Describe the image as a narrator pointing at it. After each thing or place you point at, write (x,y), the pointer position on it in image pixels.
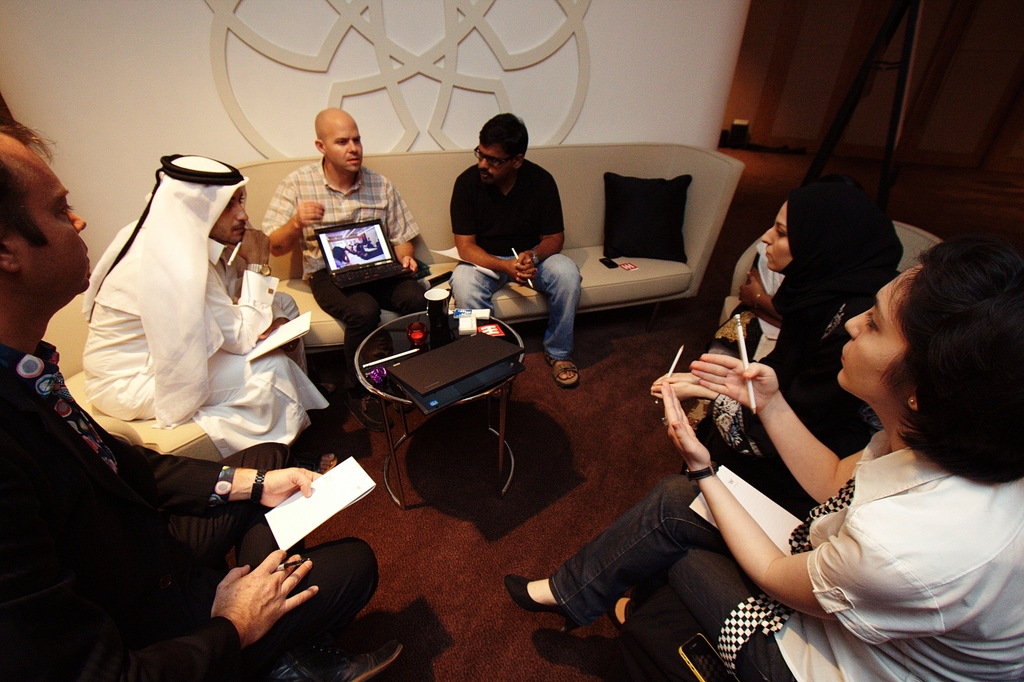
people (163,361) are sitting. in the center (406,431) there is a table (453,334) on which there are glasses (447,322) and a laptop (467,369). in the front (325,479) people (260,525) are holding papers (761,501) in their hand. in the center (367,273) behind there is a person (334,209) holding laptop (335,254). behind him there is a white wall (288,88).
